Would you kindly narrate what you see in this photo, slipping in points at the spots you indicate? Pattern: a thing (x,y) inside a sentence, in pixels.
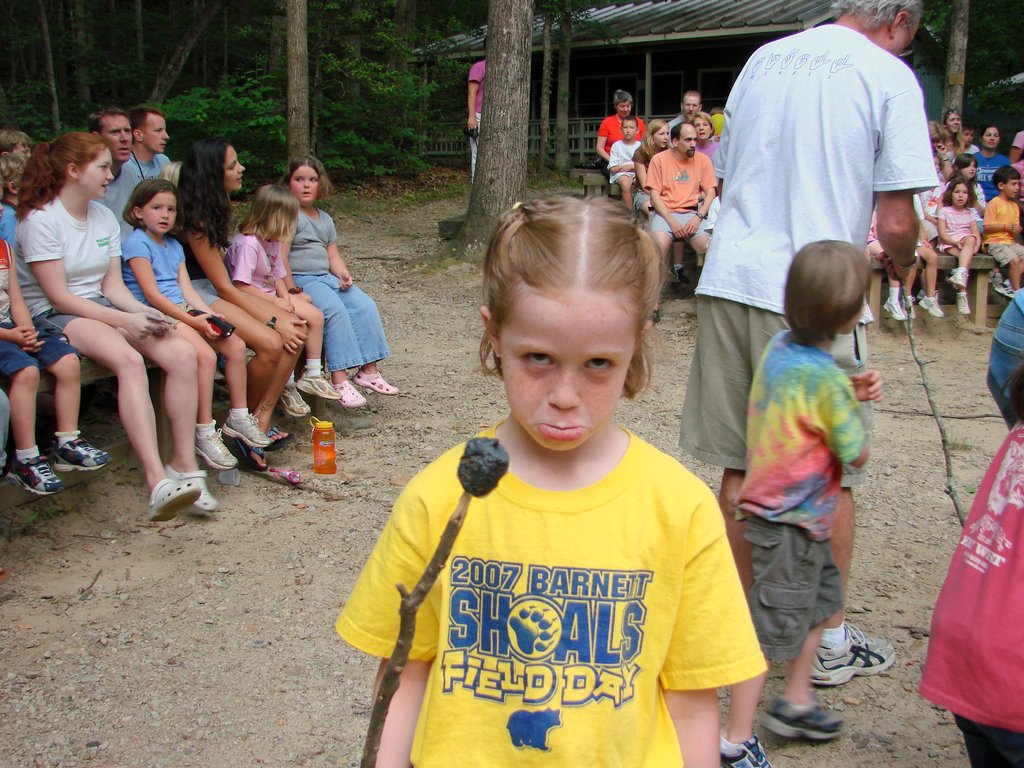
This picture is clicked outside. In the foreground (540,302) there is a girl (569,513) wearing yellow color t-shirt (604,517), holding a stick (477,489) and standing on the ground (363,235). On the right (791,178) we can see a person (712,417) and some kids (963,601) seems to be standing on the ground (890,490). In the background (289,287) we can see the group of people (936,147) sitting on the benches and we can see the building (731,3), plants (277,119), trunks (494,23) of the trees (322,72) and some other objects (318,471).
